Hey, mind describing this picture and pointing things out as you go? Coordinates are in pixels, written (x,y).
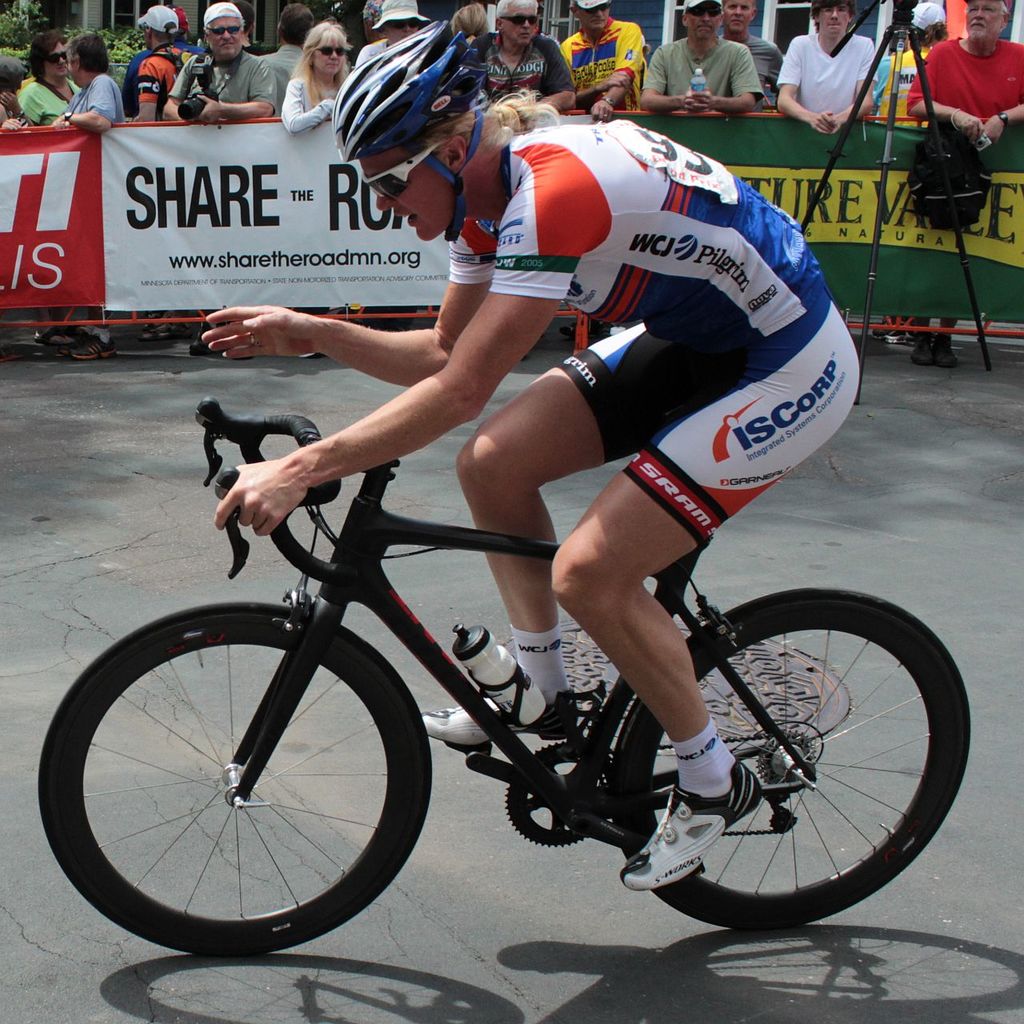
In this image I can see a woman (423,372) is sitting on a bicycle (527,540) in the front (545,662). I can see she is wearing a helmet (473,131), shades (399,166), sports wear (664,237), socks (704,754) and shoes (549,731). Near her leg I can see a water bottle (471,636) on the cycle (577,763). In the background (229,152) I can see few boards (925,278), a tripod stand (933,133) and number of people (941,58). I can also see something is written on these boards (321,279) and on the top left corner of this image (120,65) I can see few plants (18,9).
